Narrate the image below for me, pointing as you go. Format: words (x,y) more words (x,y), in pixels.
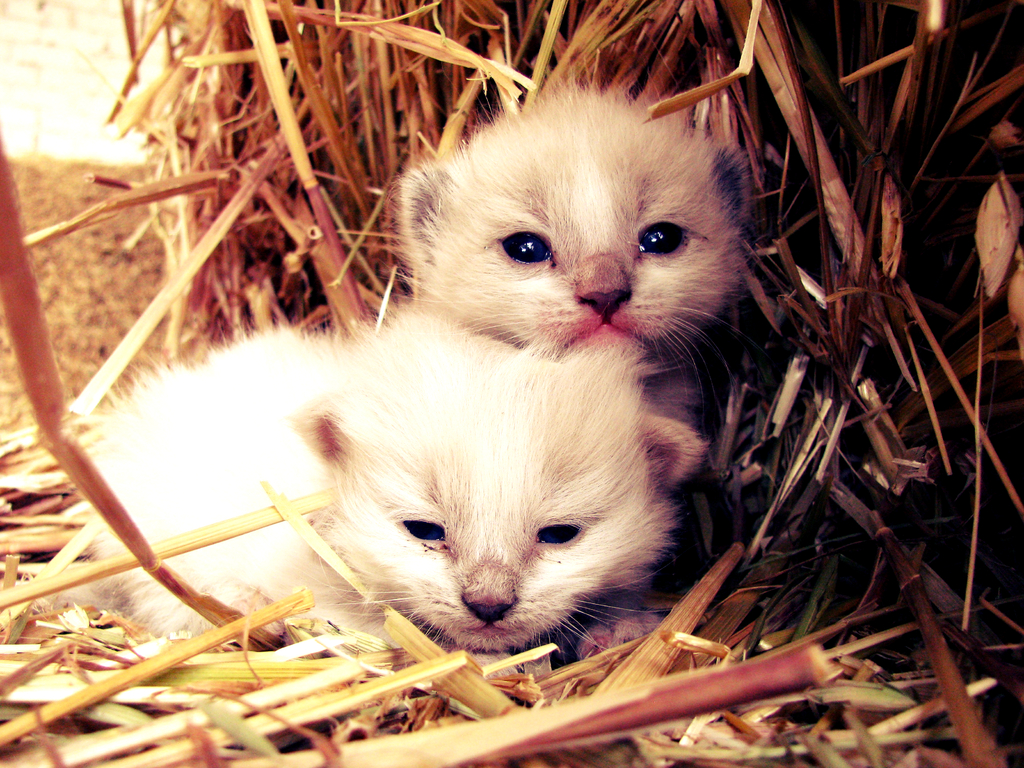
In the image we can see kittens (466,416), white in color and here we can see the dry grass (395,690).
